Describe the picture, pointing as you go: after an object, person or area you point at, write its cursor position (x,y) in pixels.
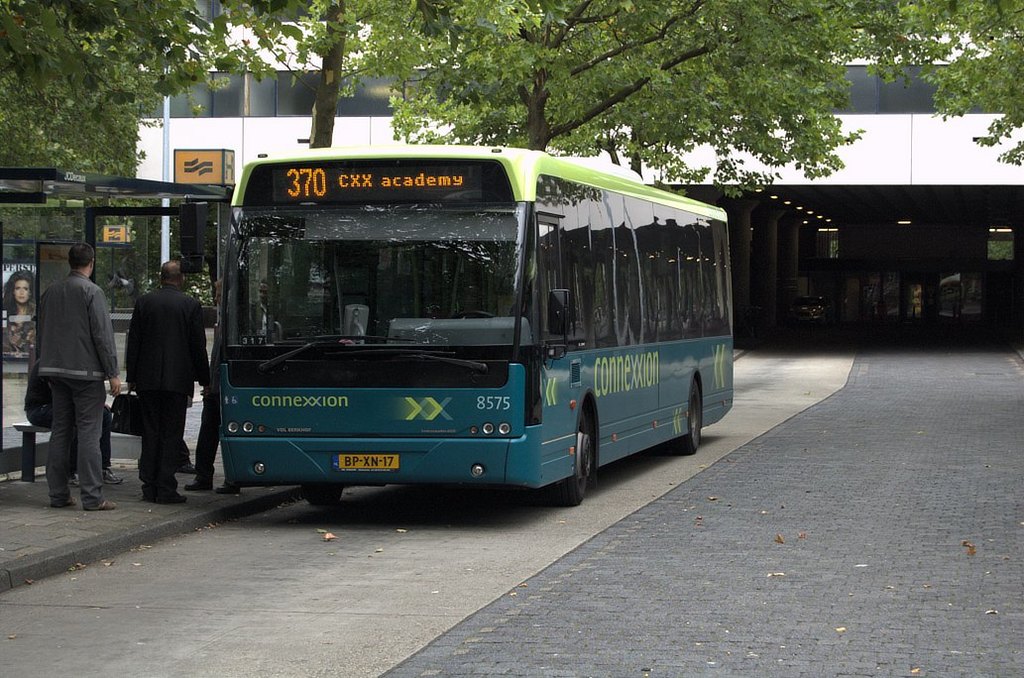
Here we can see a bus (519,197) on the road (176,627) and on the left (176,411) there are few persons (57,411) standing on the footpath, poles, hoardings (34,304) and trees (97,122). In the background (545,80) there is a building (752,249) and trees (908,18), lights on the roof top (820,224) and the image is not clear but we can see hoardings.
